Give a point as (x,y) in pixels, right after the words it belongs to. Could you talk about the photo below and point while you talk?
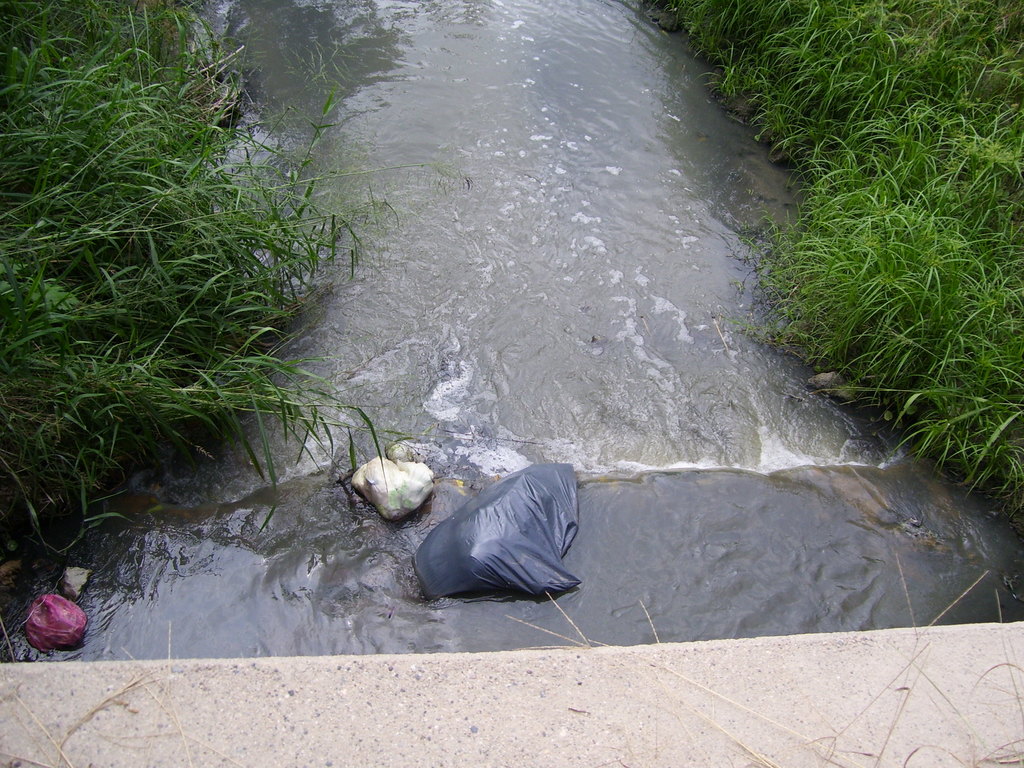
In this picture we can see some grass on the wall (913,639). There are a few colorful covers (48,638) visible in the water (288,606). We can see some green grass (124,111) on the right (891,135) and left side of the image (220,35).
